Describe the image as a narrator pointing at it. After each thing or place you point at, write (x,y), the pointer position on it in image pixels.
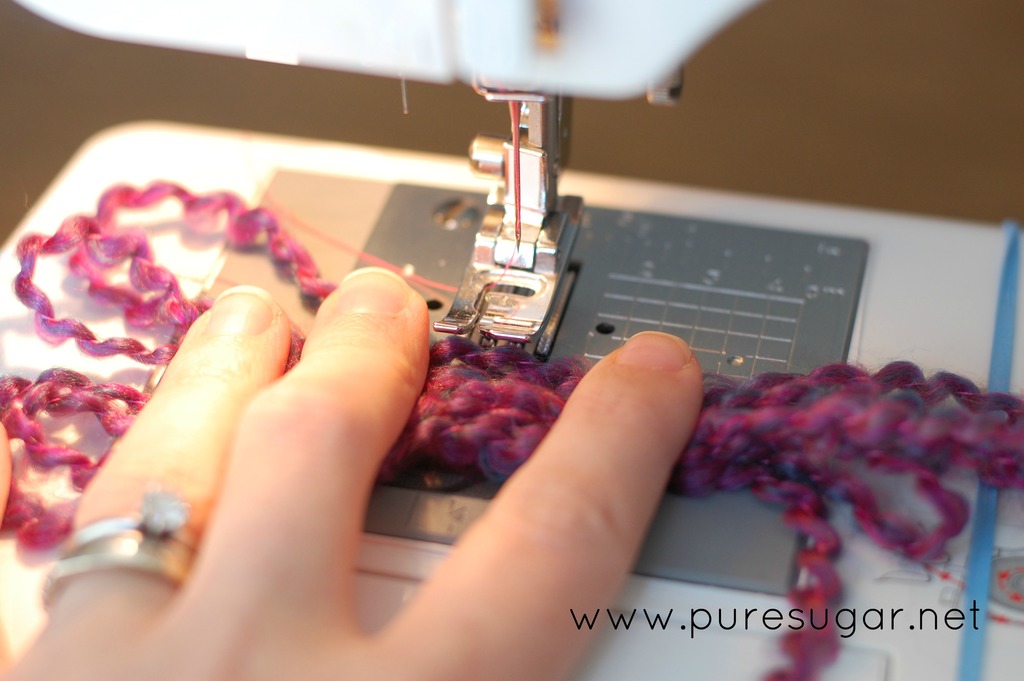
In this picture, we can see person hand (609,494), an object (446,426), stitching machine (540,222), and we can see some text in the bottom right corner of the picture (757,625).
